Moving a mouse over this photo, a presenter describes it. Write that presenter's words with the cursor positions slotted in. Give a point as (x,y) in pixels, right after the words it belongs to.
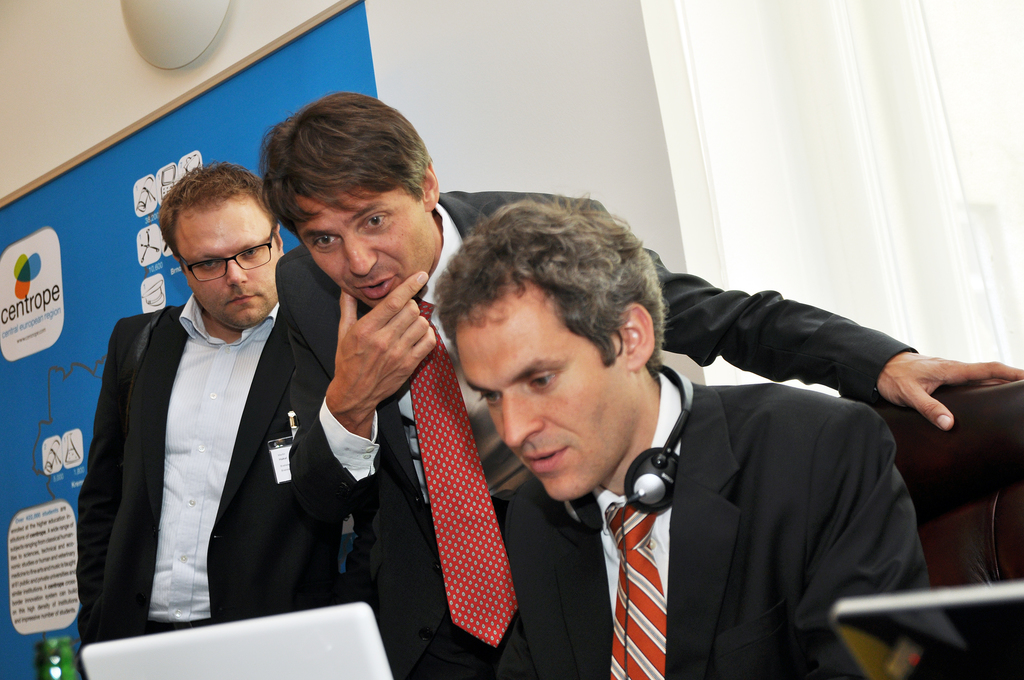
In this picture we can see three men (432,533) wearing black suits (433,584), one sitting and working on the laptop (303,632). Behind there is a blue banner board (247,125) and white wall (602,97).
